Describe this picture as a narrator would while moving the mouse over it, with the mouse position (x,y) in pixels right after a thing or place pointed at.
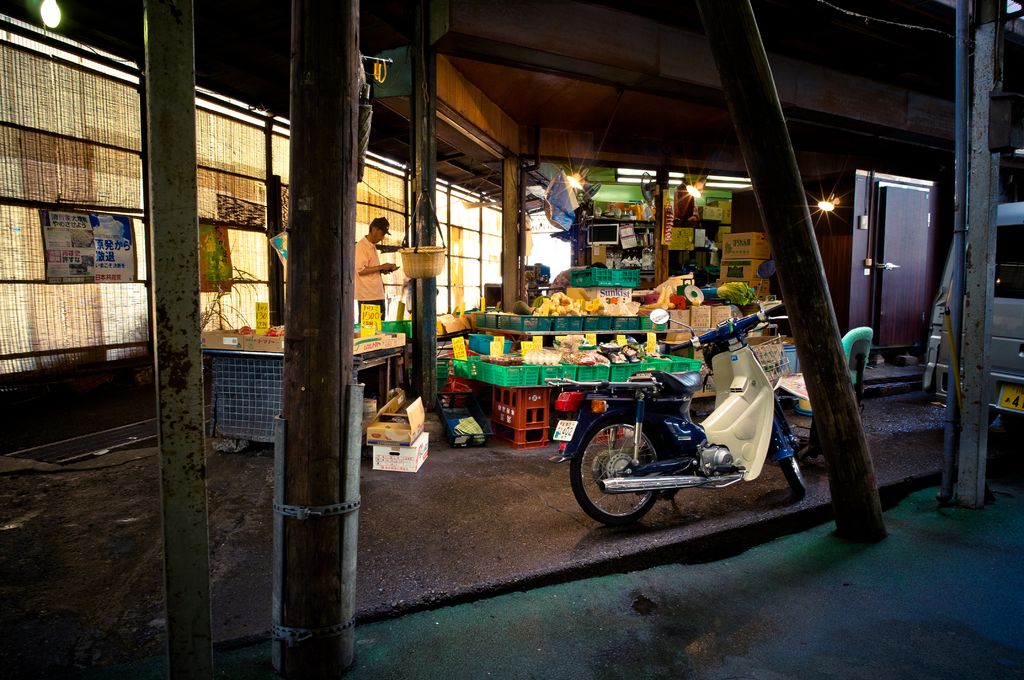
In the foreground of the picture (158,249) there are poles (970,447) and road (440,597). In the center of the picture (556,372) there are baskets (578,368), fruits (485,359), motorbike (685,386), table (391,348), person (379,271), wooden pillars (433,292), name boards (456,347) and other objects (557,362). In the center of the background (652,173) there are lights (671,173), papers (663,216) and other objects (696,216). On the right (938,295) there are car (1020,303) and a bureau (893,220). On the left (11,116) we can see windows (219,174) and window blinds (68,157).
